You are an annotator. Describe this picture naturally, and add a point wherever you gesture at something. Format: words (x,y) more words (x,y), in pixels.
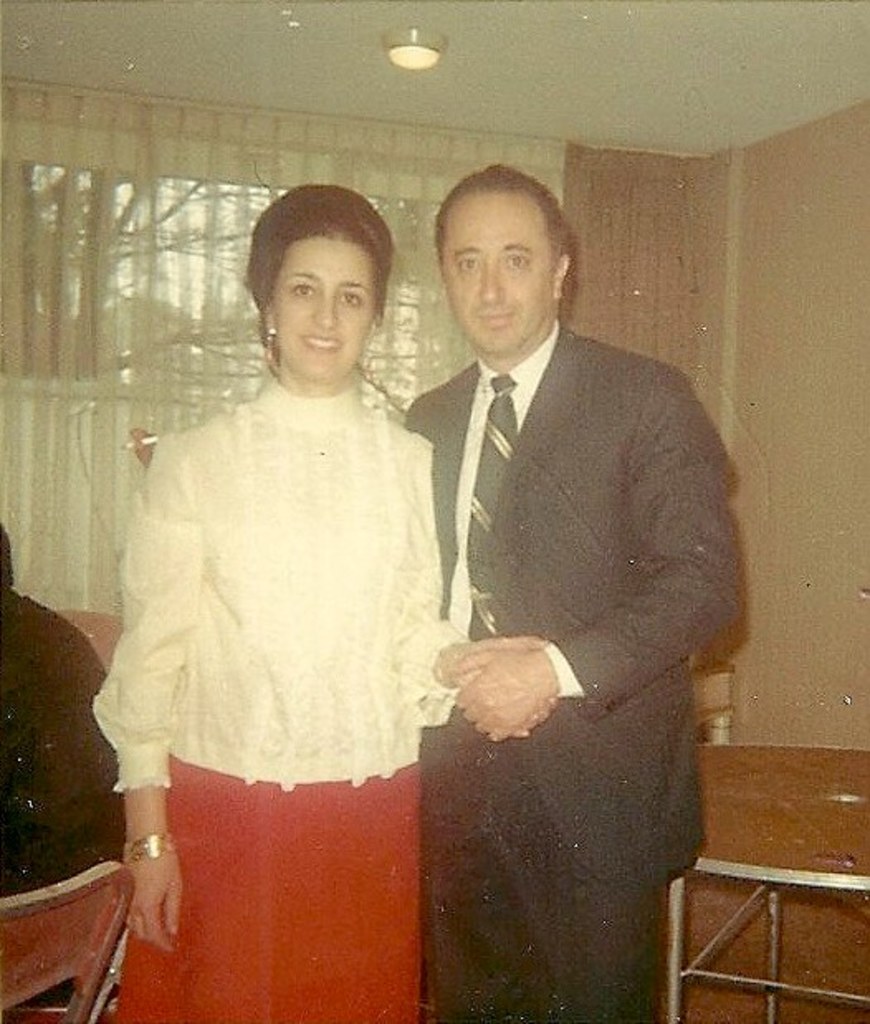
In this picture I can see a man (597,412) and a woman (263,523) standing and smiling, there is a table (857,775), a chair (36,976), there is another person (79,684), and in the background (231,385) there is a light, there are curtains (373,202), there is a window (377,348) and a wall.
